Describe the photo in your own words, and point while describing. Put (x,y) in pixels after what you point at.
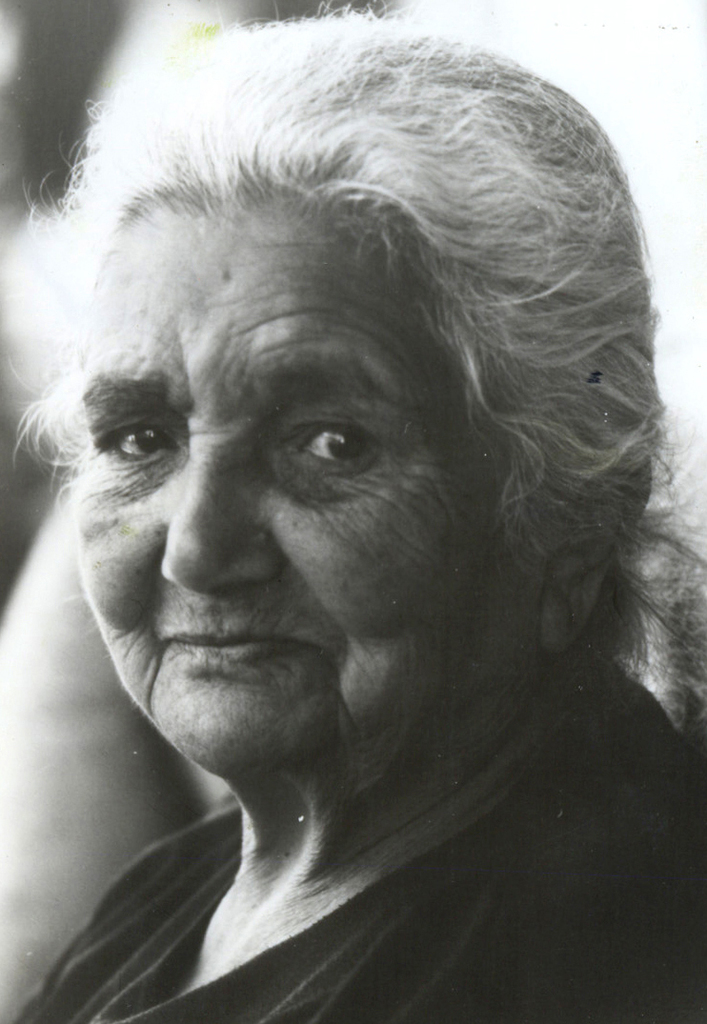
This picture shows a woman (261,241) and her hair (384,178) is white in color and she wore a black t-shirt (104,972).
